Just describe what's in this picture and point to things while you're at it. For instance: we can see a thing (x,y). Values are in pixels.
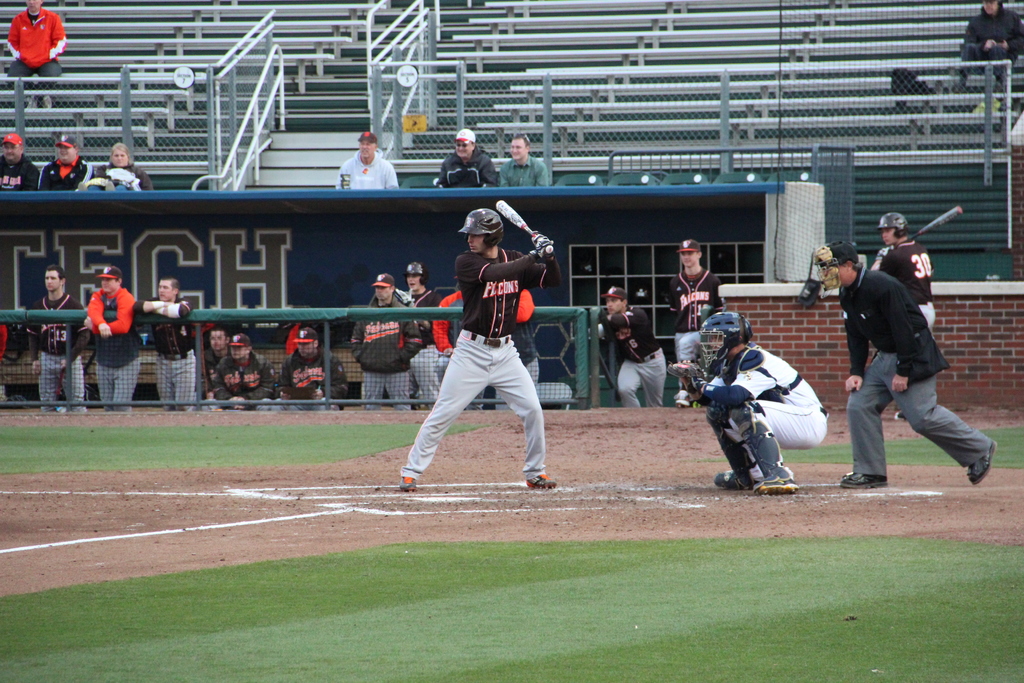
In the foreground of this image (740,492), there are three men (507,302) on the ground (589,500). One is standing holding a bat (548,253) and wearing helmet (494,242), another man (773,439) is squatting on the ground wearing knee-pads (743,411) and a helmet (734,338) and the third man (894,399) is standing by wearing a protection mask (828,278) to his face (851,274). In the background (906,247), there is a man (918,278) standing holding a bat (940,223), few persons (441,348) sitting and standing behind a railing (279,316) and a bench (12,369). On the top (570,70), there are benches (439,55) on which few persons (44,47) are sitting on it and six persons (477,171) are standing. On the bottom (326,628), there is the grass (148,642).
